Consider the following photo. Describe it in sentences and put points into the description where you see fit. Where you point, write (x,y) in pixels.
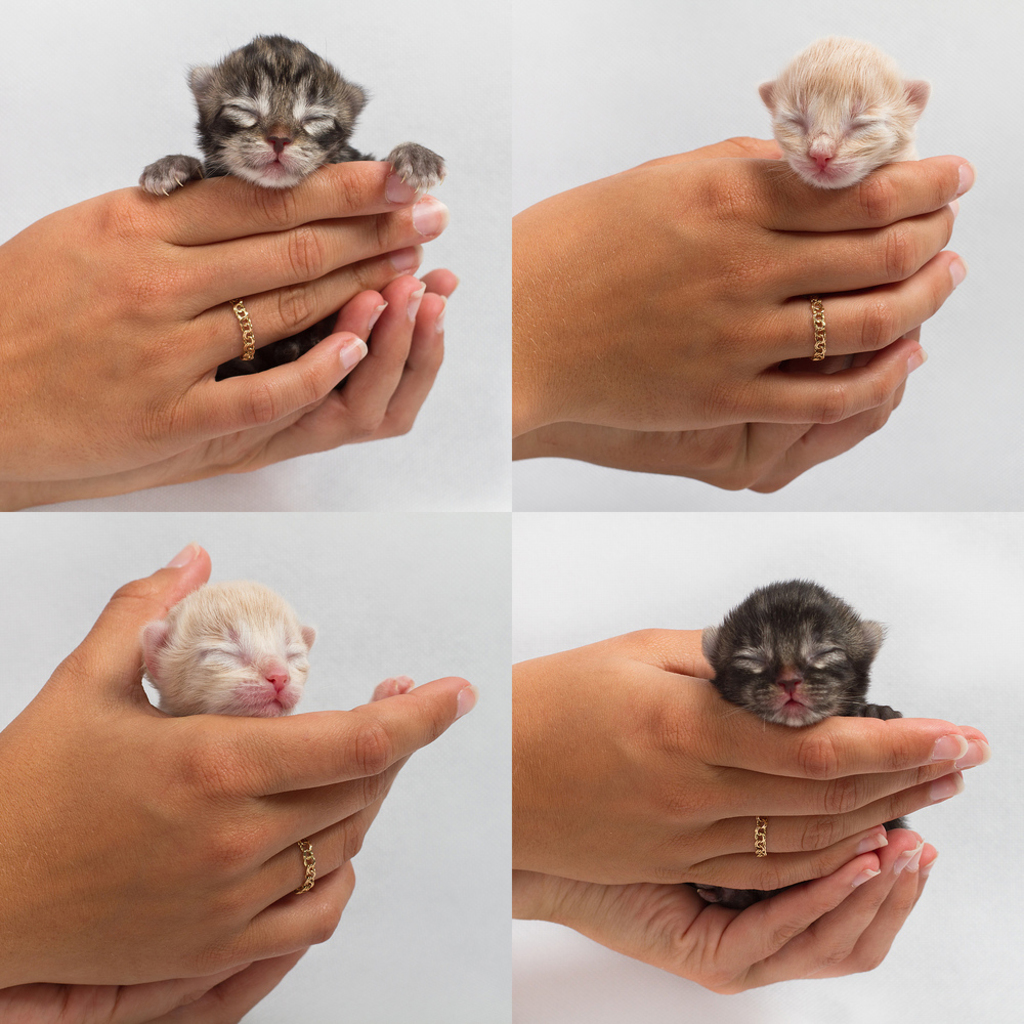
In this image we can see a collage image. In all the images we can see hands (362,180) of persons (398,227). The persons (186,272) are holding the animals (736,648) and the persons (435,706) are wearing rings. The background of all the image is white.
